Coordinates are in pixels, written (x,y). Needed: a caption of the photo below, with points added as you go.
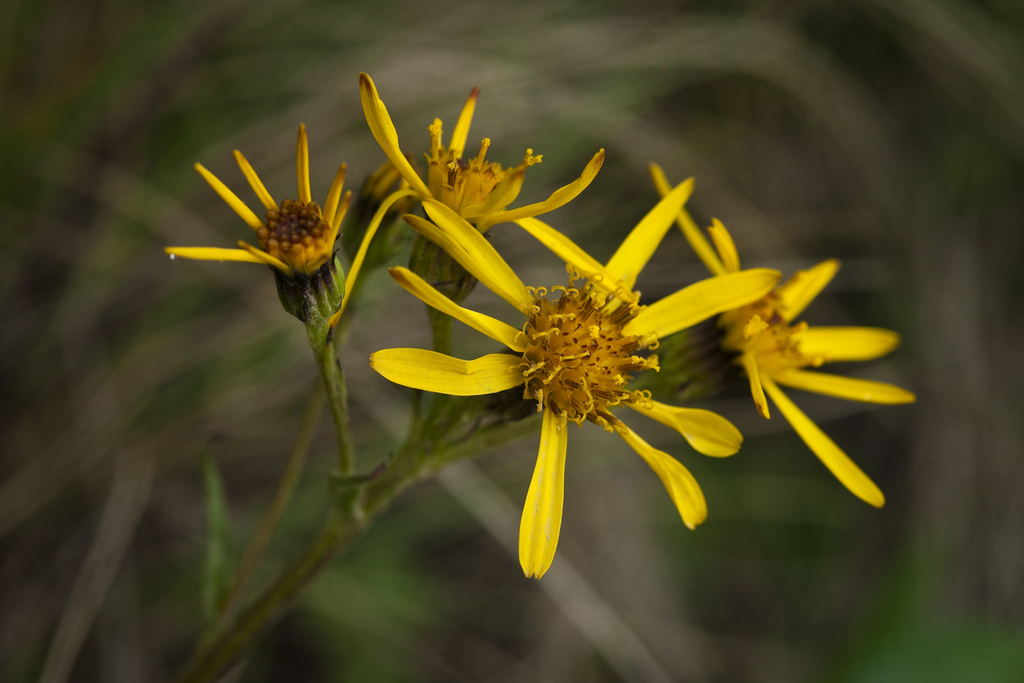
In the image there is a stem (290,591) with yellow flowers (571,307). And there is a blur background (357,426).
